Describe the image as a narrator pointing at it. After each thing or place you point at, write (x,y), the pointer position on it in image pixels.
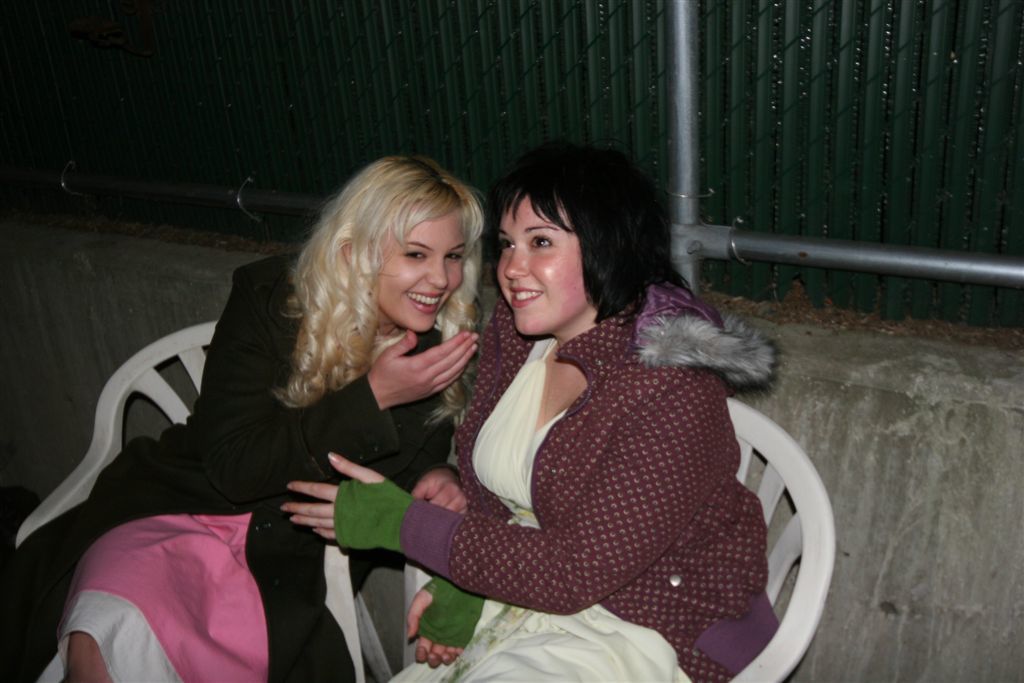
In this image two people (286,349) are sitting on chairs (418,587), wearing jackets (632,462) and smiling. In the background of the image (800,332) there are pipes (784,252), wall (802,338) and fencing (619,85).
